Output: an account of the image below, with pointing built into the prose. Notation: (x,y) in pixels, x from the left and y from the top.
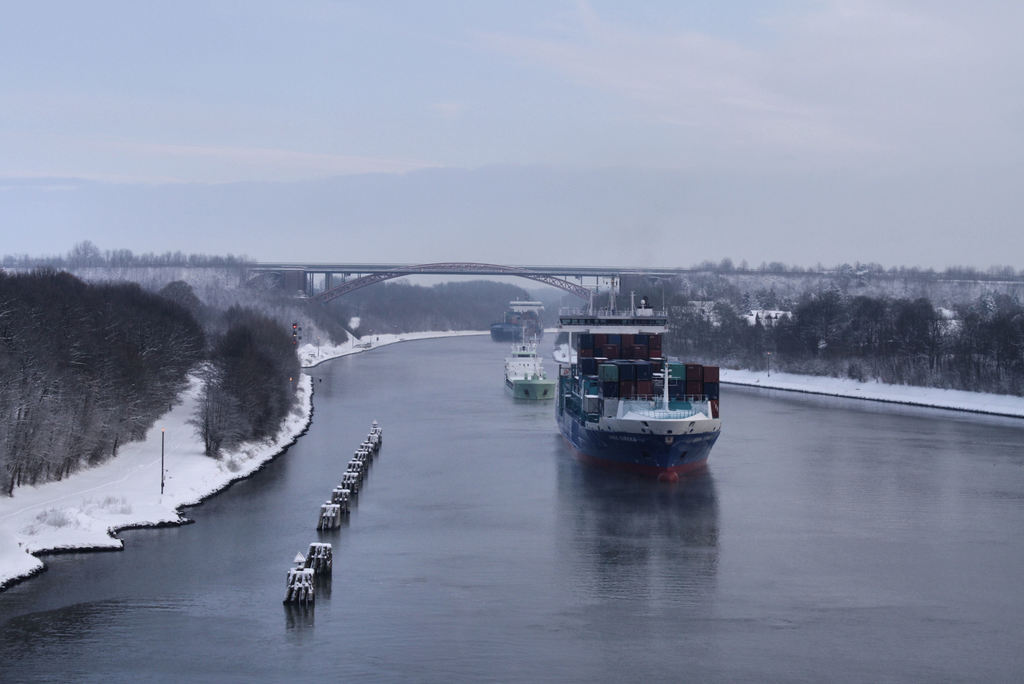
In this picture we can see ships (528,350) on water (445,464), trees (31,391), water (372,403), bridge (429,265) and in the background (400,246) we can see the sky (615,135) with clouds (285,176).
